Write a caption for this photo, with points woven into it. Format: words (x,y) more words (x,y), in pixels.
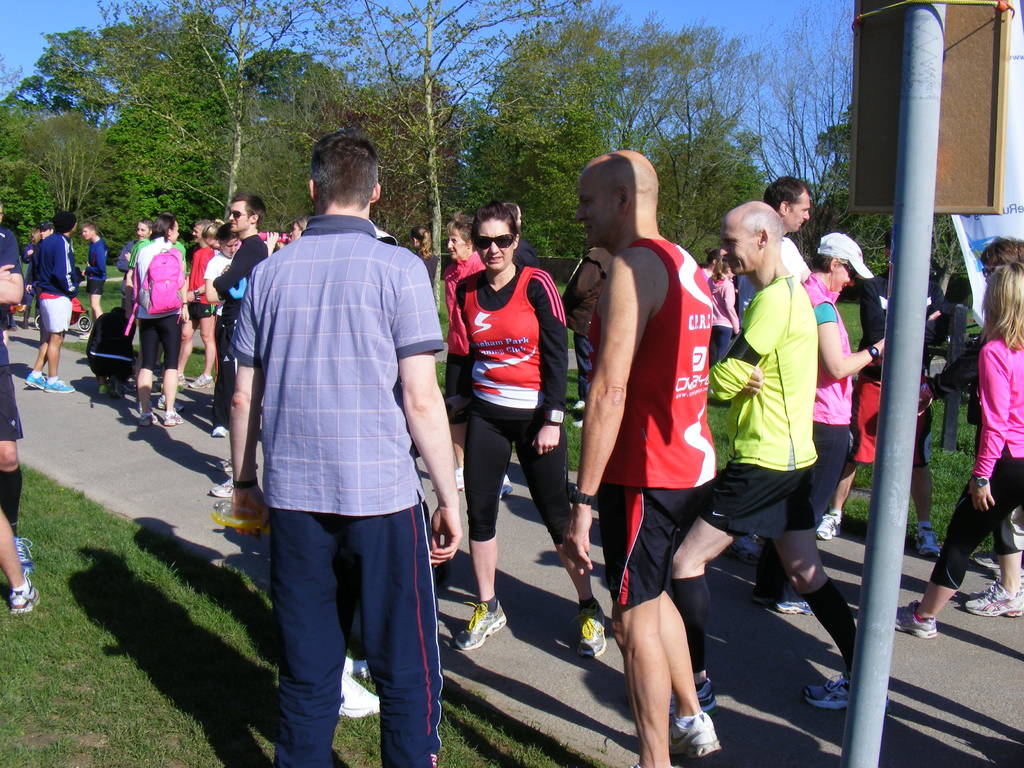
In this image, on the left (333,397) there is a man (377,454), he wears a t shirt (378,424), trouser (332,673), he is holding a bottle (228,523). On the right (909,440) there are people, pole (890,382), board (994,151), poster (1010,205). In the background (56,305) there are many people (170,358), trees (17,200), road (108,422), sky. In the middle (549,286) there is a woman (523,305), she wears a t shirt (542,343), trouser (533,480), shoes (467,643).
